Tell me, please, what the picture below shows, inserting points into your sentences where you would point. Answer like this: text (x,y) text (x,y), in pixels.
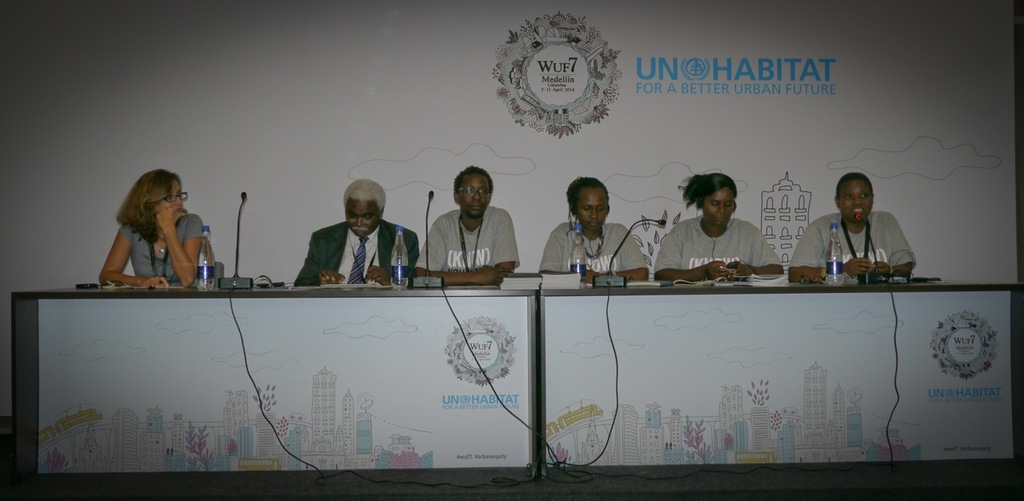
This image is clicked in a conference hall (191,228). There are six persons (147,186) sitting in this image. To the left (155,265), the woman (158,273) is wearing gray dress (146,274). To the right (834,282), there is a bottle (827,273) on the table (843,294). In the background (580,69), there is a banner (559,146) in white color. In the front (508,458), there are two tables (524,374) on which books (519,278), mics (415,283), and bottles (841,265) are kept.
